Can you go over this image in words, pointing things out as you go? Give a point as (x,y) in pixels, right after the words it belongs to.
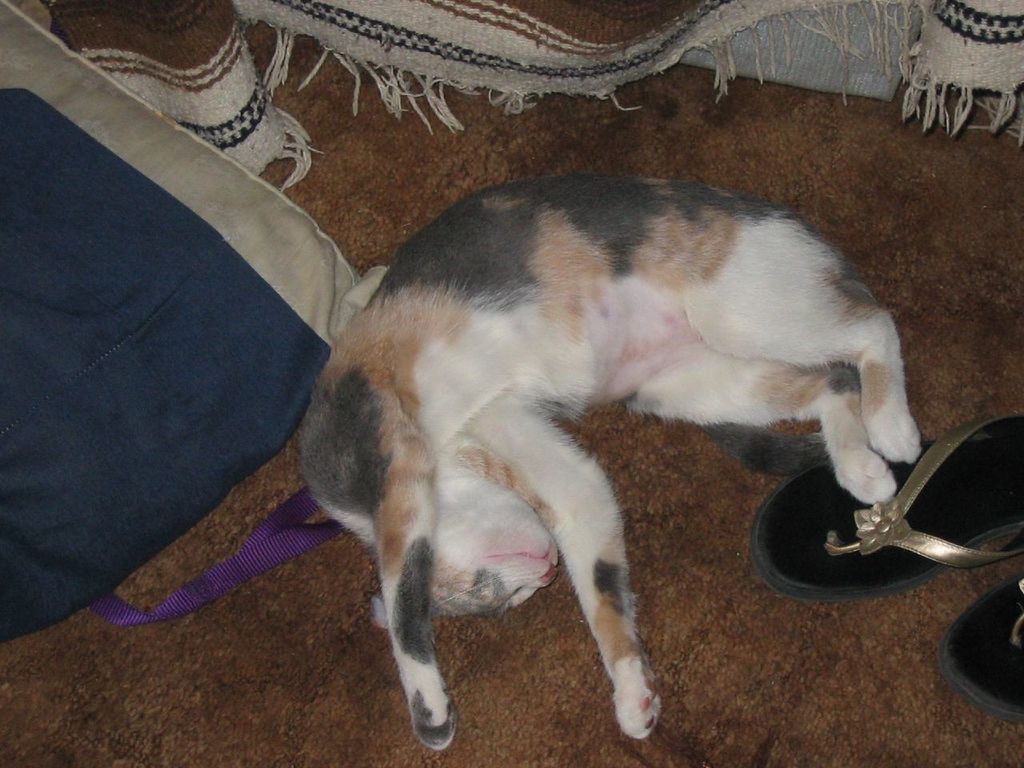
In the center of the image (464,288) we can see foot wears (953,544), one pillow (46,285), violet color belt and one cat (409,407), which is brown, white and black color. In the background (480,65) we can see one blanket (354,60) and one white color object (812,46).
